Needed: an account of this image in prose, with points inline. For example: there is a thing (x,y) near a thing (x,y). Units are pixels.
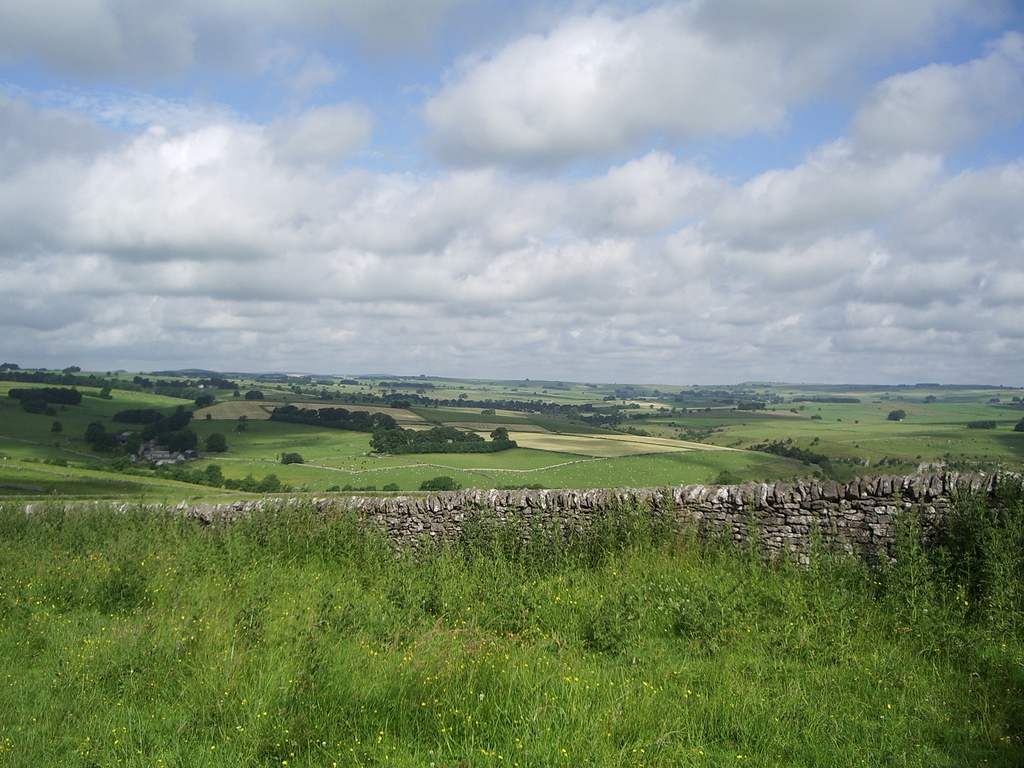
This picture is clicked outside. In the foreground (357,679) we can see the green grass (467,682), plants (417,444), rocks (825,497) and some other objects (552,400). In the background (438,165) we can see the sky (484,172) which is full of clouds (549,259).
